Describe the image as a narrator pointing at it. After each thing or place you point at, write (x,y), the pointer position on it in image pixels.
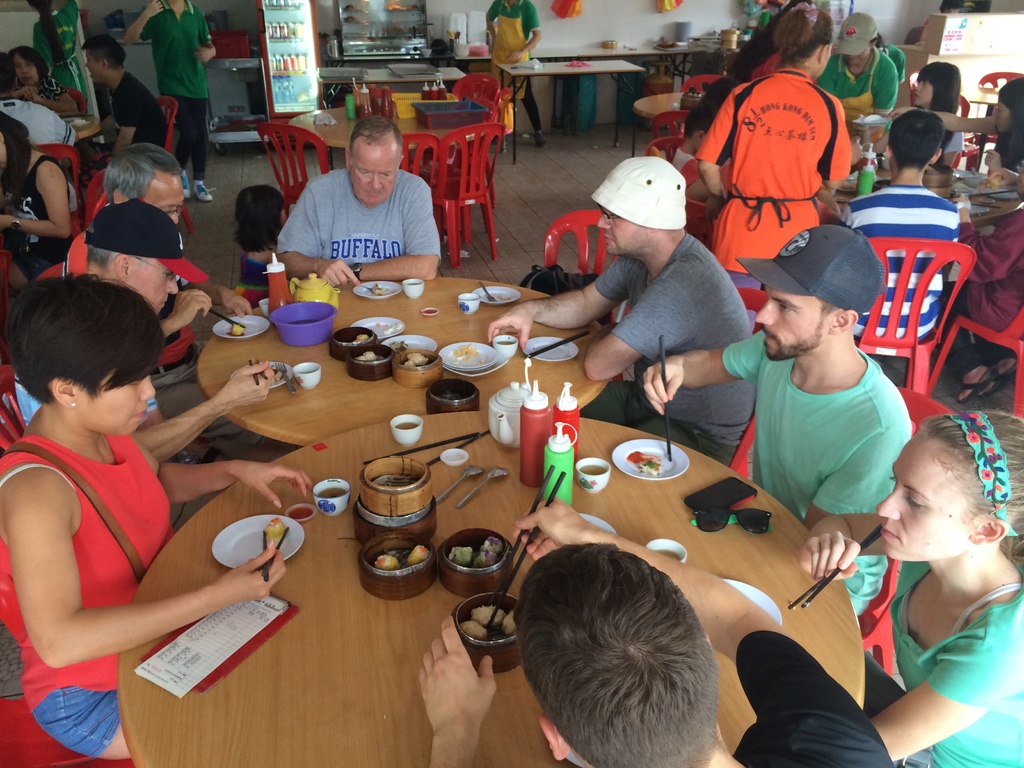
This picture is clicked inside the room (513,158) and we can see the group of persons (46,349) sitting on the red color chairs (591,219) and we can see the wooden tables (339,413) on the top of which bottles (566,480), spoons (481,484), chopsticks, platters (618,452), cups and food items (457,547) and many other items (409,497) are placed and we can see the group of persons (755,81) standing on the ground (193,186). In the background (570,31) we can see the wall (610,16) and there are some objects (574,10) hanging on the wall (697,18) and we can see a box (985,36) and many other objects (473,53).
